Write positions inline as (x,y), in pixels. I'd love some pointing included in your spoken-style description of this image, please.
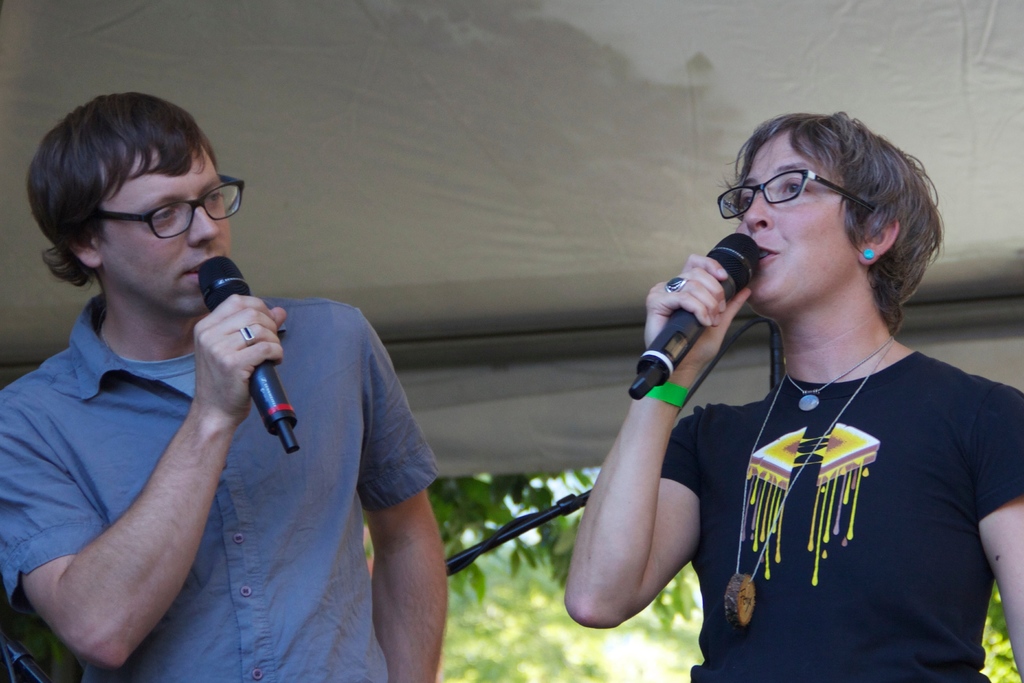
In this picture there is a man (218,351) and a woman (764,572) holding mics (682,339) in their hands (259,354). Both of them wear spectacles (779,198) and talking. In the background (433,270) there is a fabric roof (536,288) and a trees (539,616) here.
